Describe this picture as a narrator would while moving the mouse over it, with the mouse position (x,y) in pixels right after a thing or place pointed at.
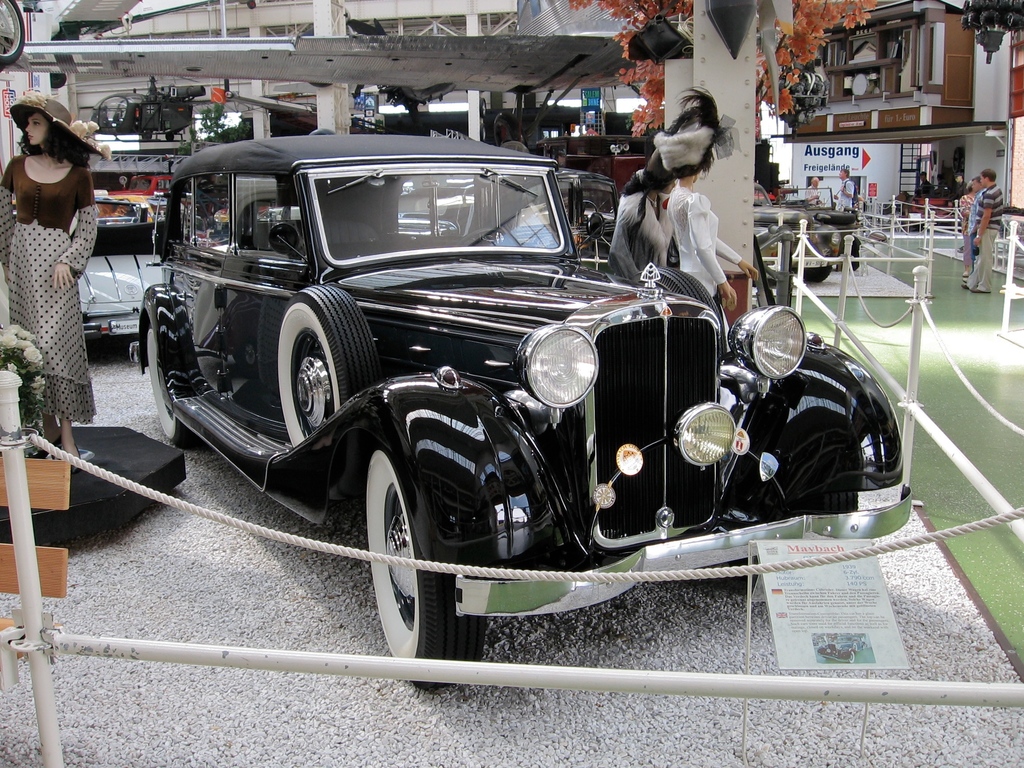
In this picture we can see vehicles (311,494), persons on the ground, here we can see a fence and in the background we can see pillars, house plants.
